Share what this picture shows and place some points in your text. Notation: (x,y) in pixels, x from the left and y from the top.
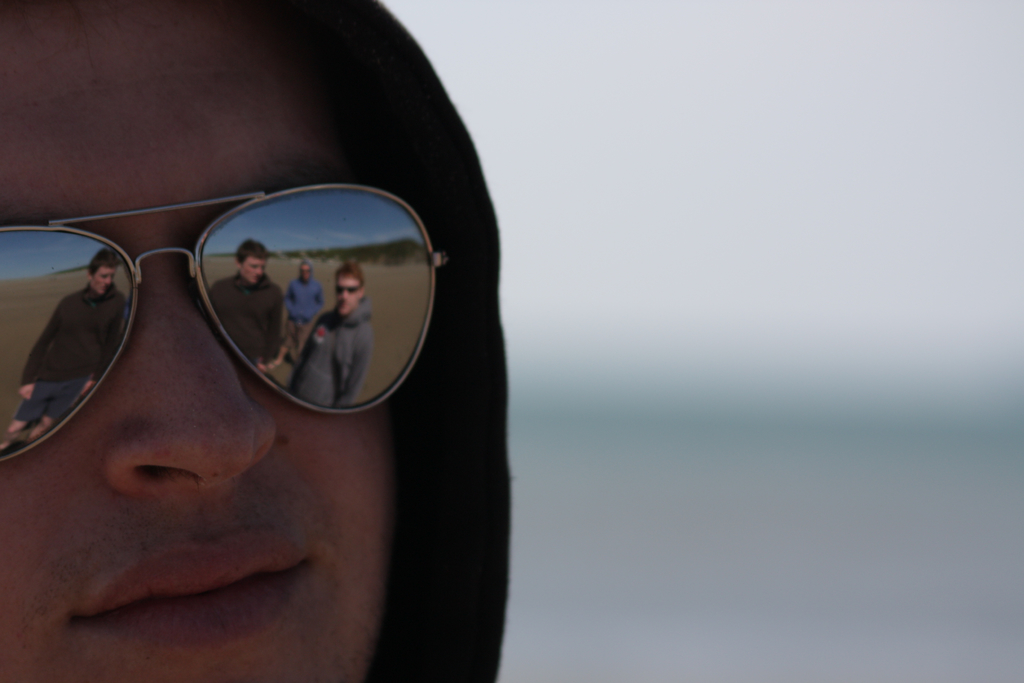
In this image we can see a person (333,560) wearing goggles (257,311). We can see the reflection (306,314) of few people (292,299), there are many trees (326,251) and the sky (345,235) on the goggles (363,274). There is a blur background (689,579) at the right side of the image (700,398).
